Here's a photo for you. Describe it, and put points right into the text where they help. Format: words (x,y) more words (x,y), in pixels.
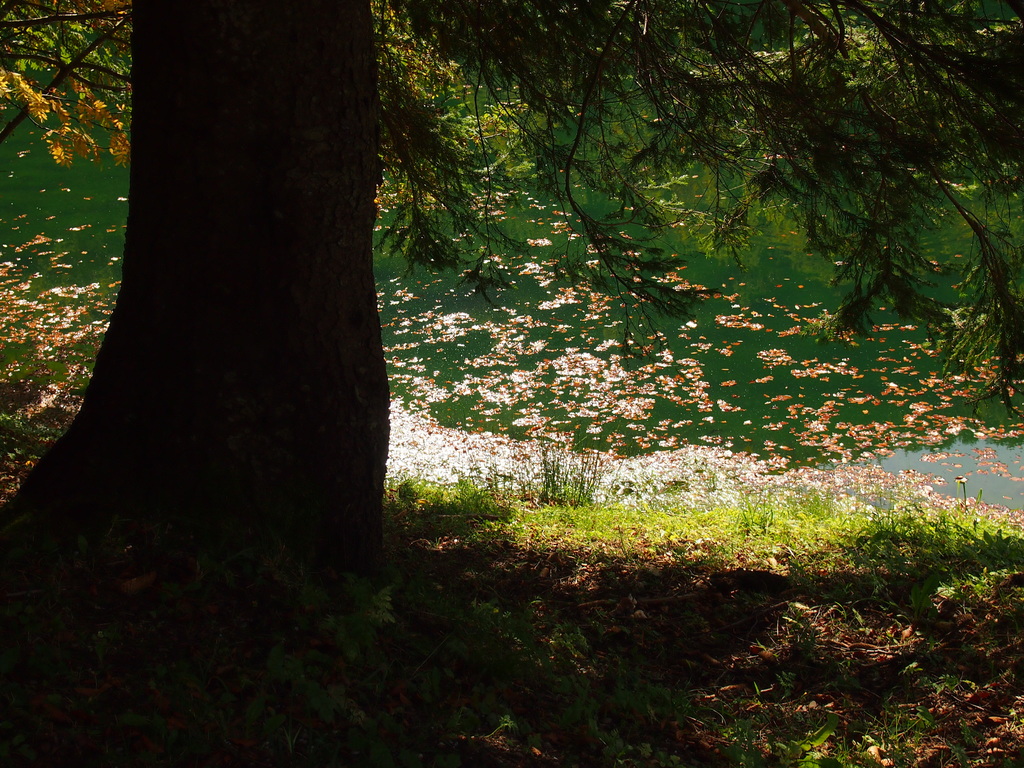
On the left side (242,456), there is a tree (766,172) which is having green color leaves (848,193) on the ground (225,584), on which there is grass (594,735). In the background (526,357), there are dry leaves (585,361) and flowers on the water (5,203).
